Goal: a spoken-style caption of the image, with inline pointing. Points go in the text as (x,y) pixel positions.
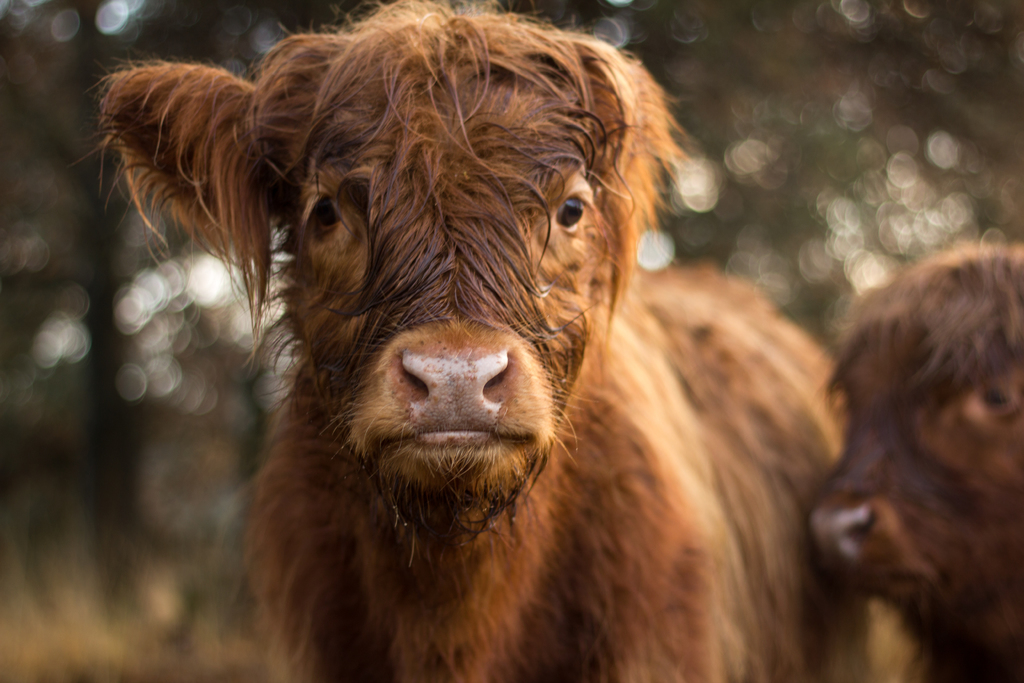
In the picture we can see two cows (327,310) which are brown in color and the background (830,71) is not clear.
